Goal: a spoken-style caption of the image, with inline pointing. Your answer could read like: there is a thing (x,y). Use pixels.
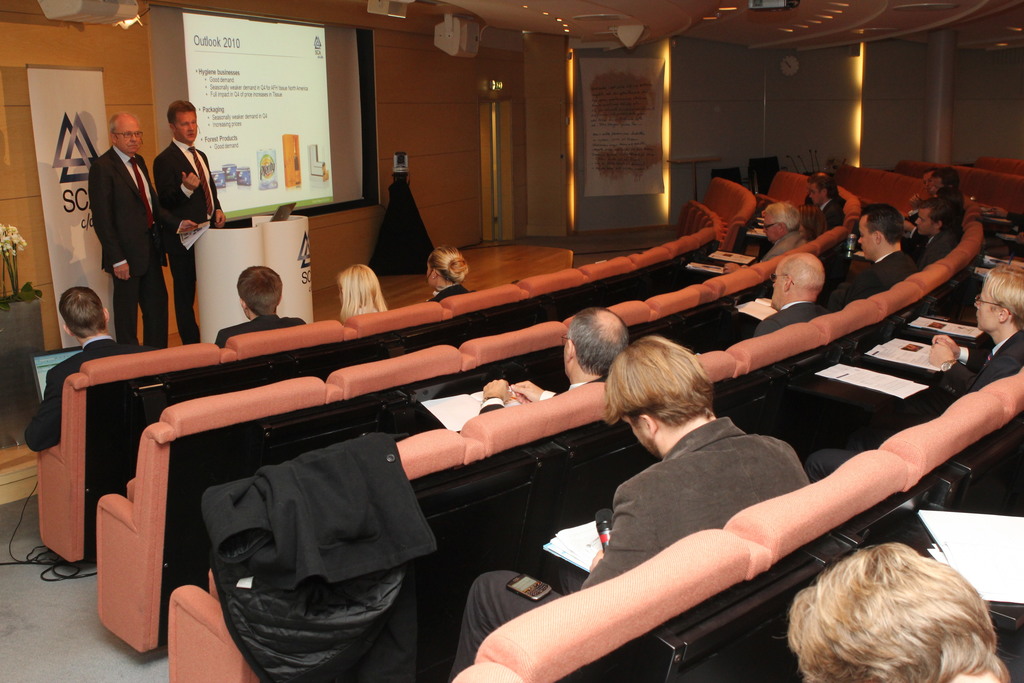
There are some persons (484,602) sitting on the chairs (477,338) as we can see at the bottom of this image (659,569). There are some papers (915,348) are kept on the right side of this image (842,370). There are two persons (159,206) standing on the stage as we can see on the left side of this image (136,187). There is a wall (128,108) in the background (415,130). There is a screen (282,103) at the top of this image (344,68).
